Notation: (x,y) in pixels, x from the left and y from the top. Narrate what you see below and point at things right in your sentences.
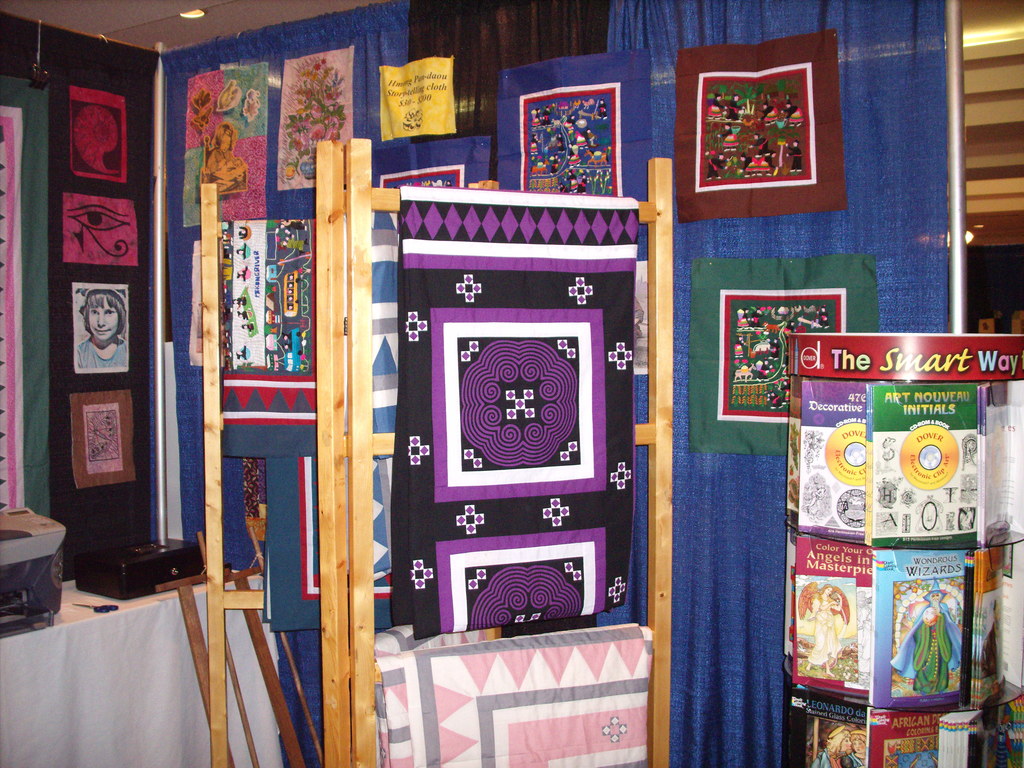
In this image we can see some clothes (405,382), photos (91,165) and wooden objects (289,659).
